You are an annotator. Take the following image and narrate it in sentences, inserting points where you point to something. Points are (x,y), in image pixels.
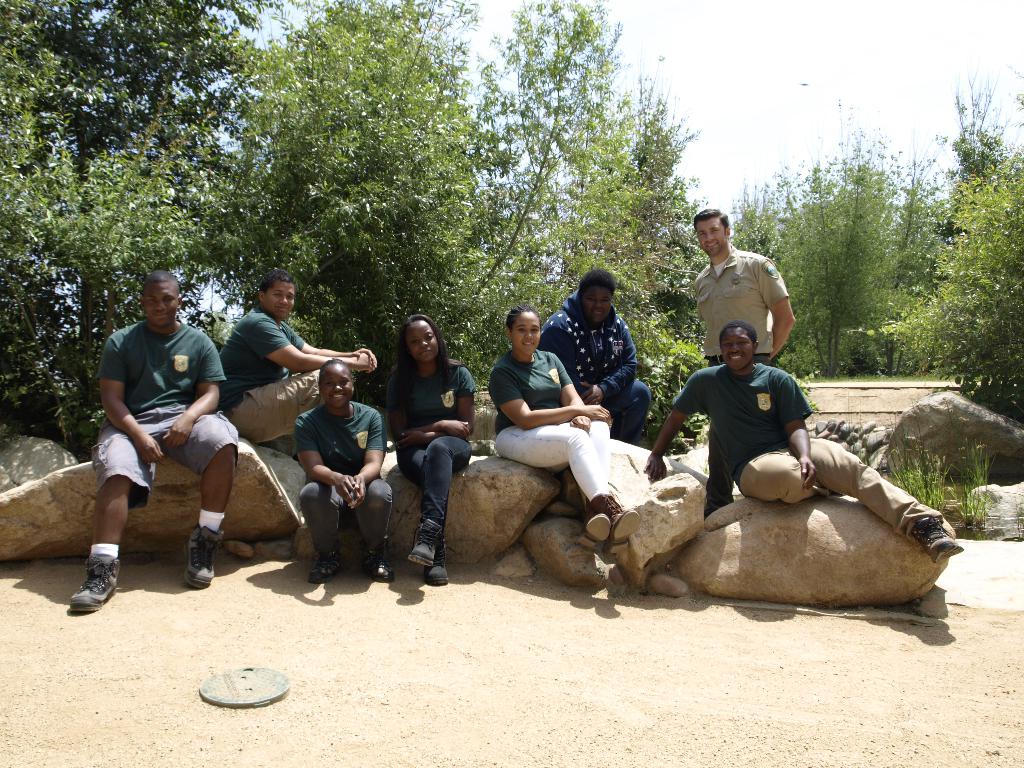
In this image we can see a group of people (537,444) sitting on rocks (505,462). One person (758,279) is standing. In the foreground (253,682) we can see a lid (242,673) placed on the ground (255,657). In the background (1023,349), we can see a group of trees (856,260) and the sky (936,148).
